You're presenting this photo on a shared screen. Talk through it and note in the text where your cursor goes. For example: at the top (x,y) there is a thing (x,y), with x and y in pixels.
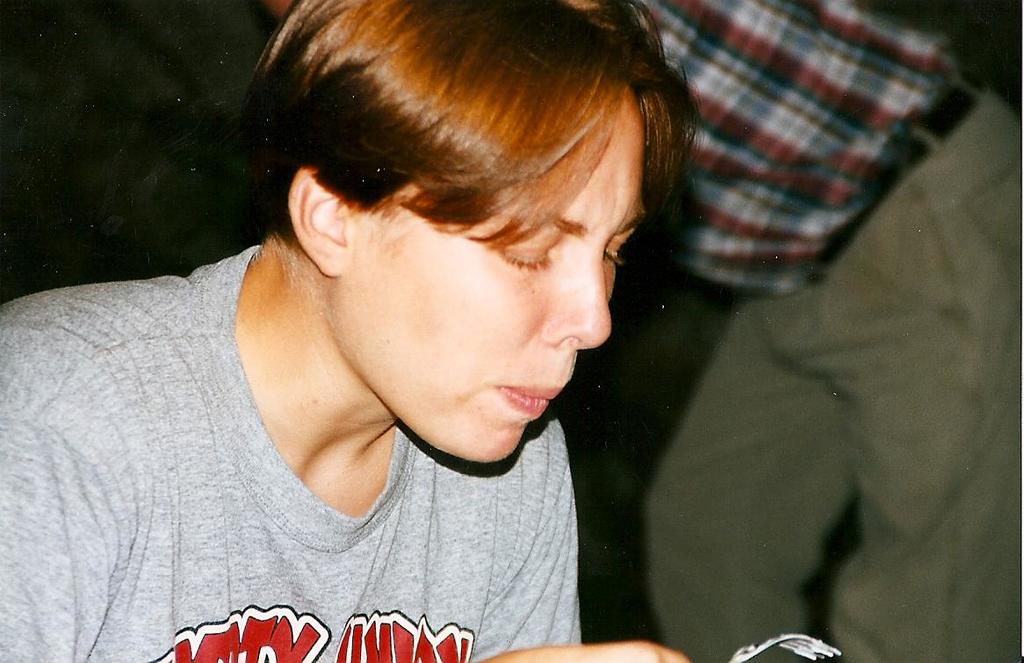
In this image, I can see a person (569,625) holding a fork (746,658) and there is another person (850,406) standing. The background (64,245) is dark.
